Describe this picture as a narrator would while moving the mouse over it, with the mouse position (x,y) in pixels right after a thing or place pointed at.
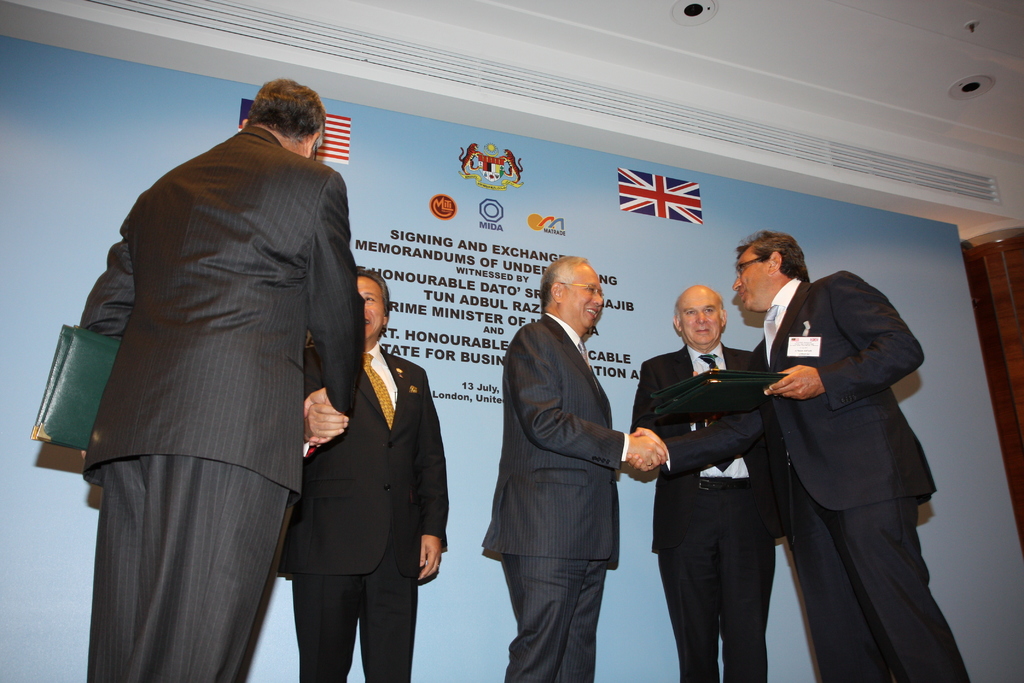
In this image, we can see people (272,407) standing and wearing clothes (765,574). There are two persons (183,315) holding files (763,385) with their hands (790,383). There are lights (696,15) in the top right of the image (692,11).
